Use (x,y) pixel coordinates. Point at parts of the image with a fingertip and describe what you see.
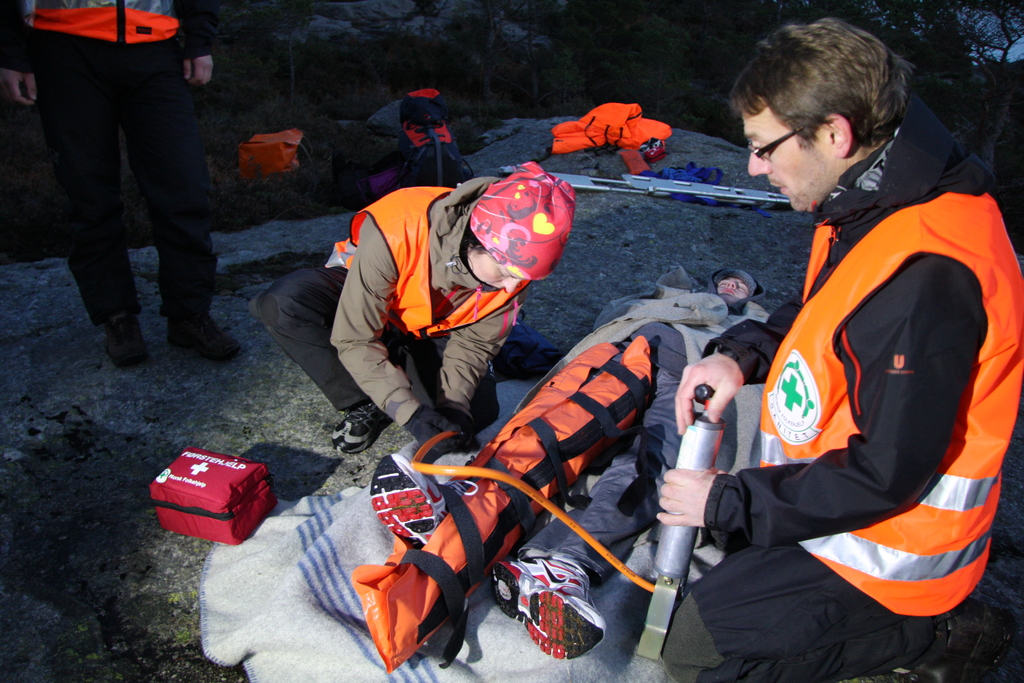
In the image we can see there are people (907,371) around they are wearing clothes (388,317), shoes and this person (800,139) is wearing spectacles (786,138). There is a first aid box (223,465), gloves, cap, pump (662,587) and there is a person (451,559) lying. This is a cloth (325,540) and grass (302,119).
